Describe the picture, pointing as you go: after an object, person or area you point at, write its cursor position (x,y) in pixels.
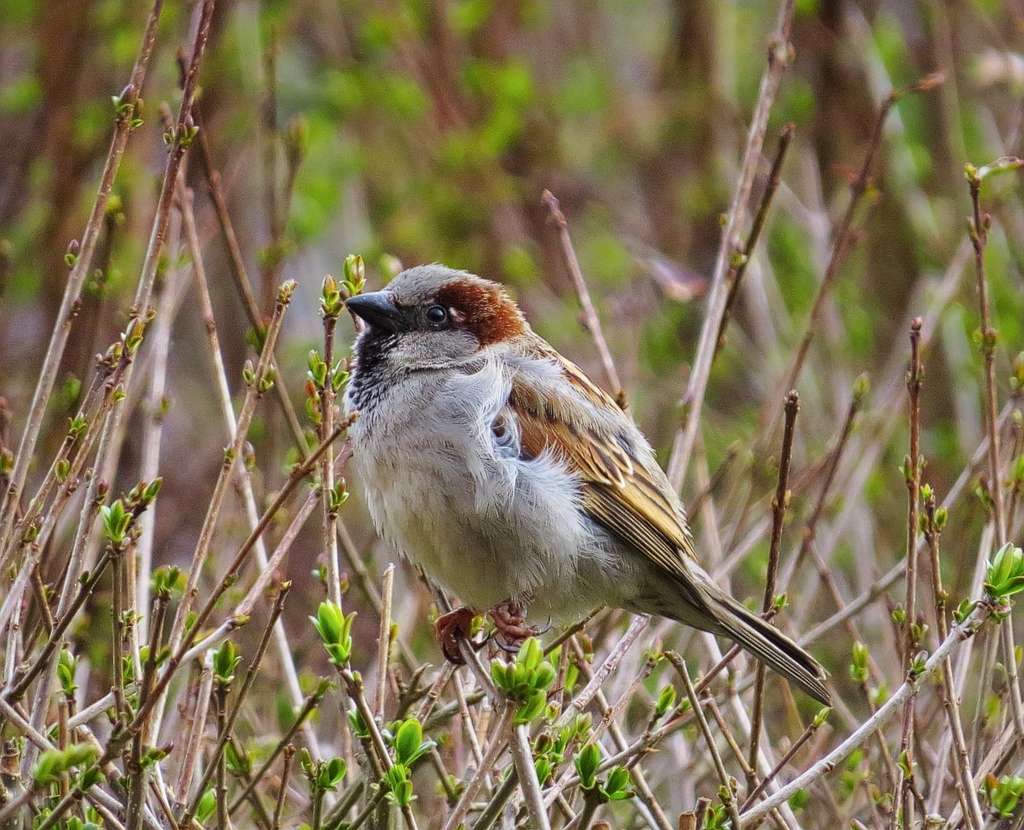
There is one bird (483,543) on a stem (495,699) of a plant (478,667) as we can see in the middle of this image (520,521).
